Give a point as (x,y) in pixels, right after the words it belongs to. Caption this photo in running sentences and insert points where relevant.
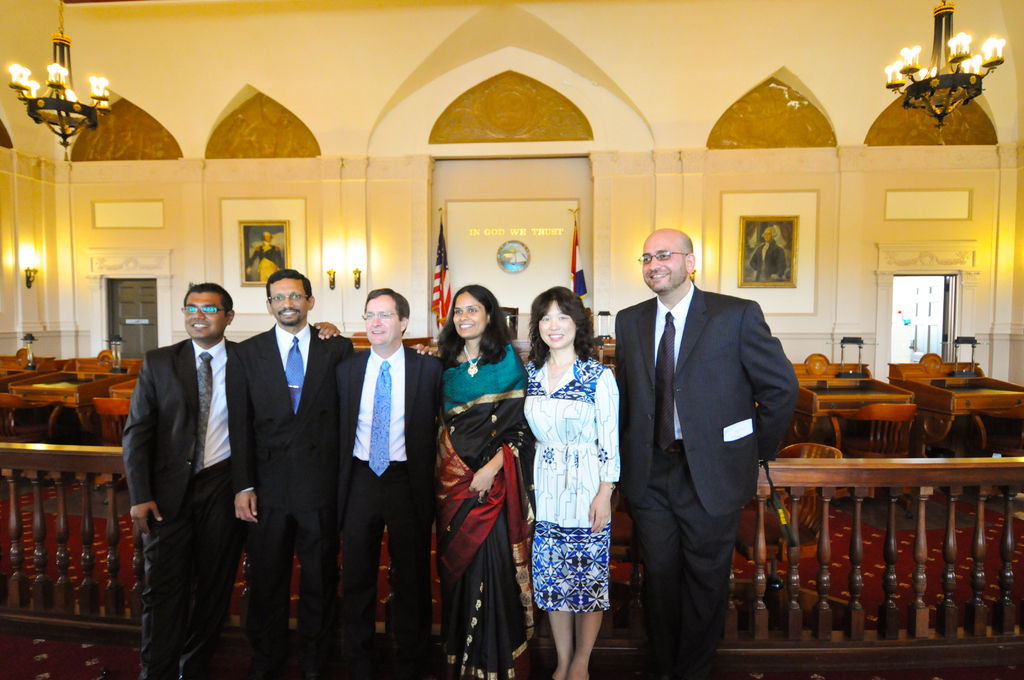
In this image we can see a group of people (520,373) standing beside a wooden fence (613,520). On the backside (792,443) we can see some tables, chairs (819,445), the flags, lights (695,253), photo frames (271,231) and some text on a wall (250,293). We can also see some chandeliers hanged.
